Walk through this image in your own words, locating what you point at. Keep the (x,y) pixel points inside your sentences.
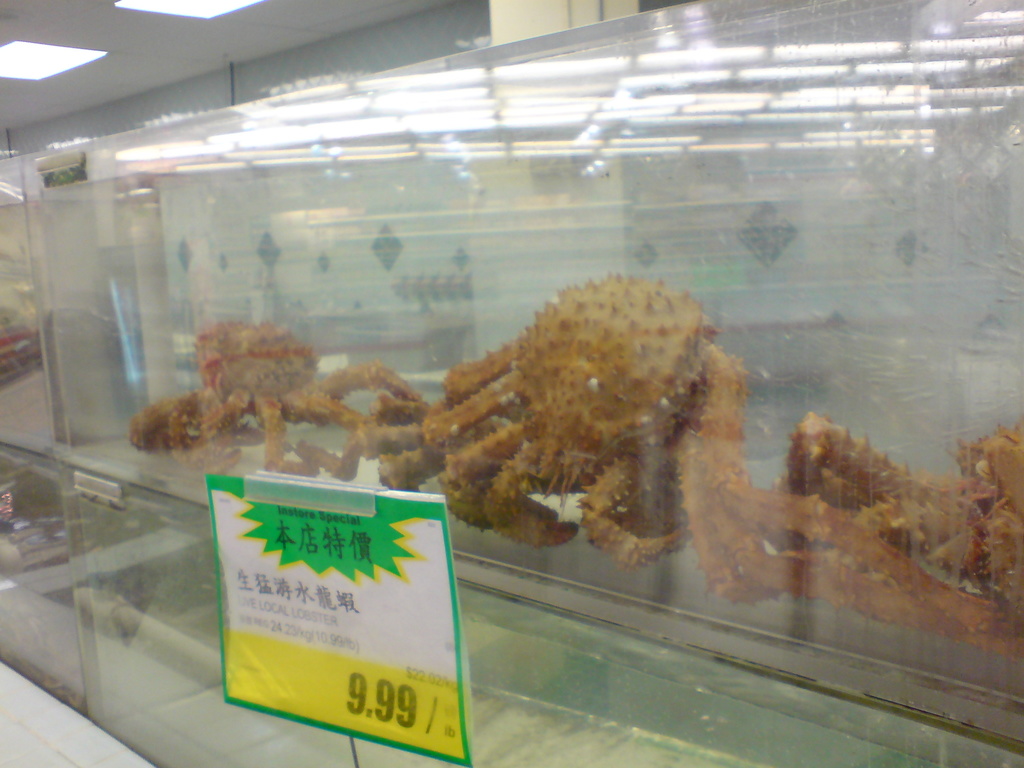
In the image we can see a glass (805,134), on the glass (837,195) there is a price label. In the glass (555,249) there is food (625,388). At the top of the image (10,12) there is ceiling (198,59), on the ceiling (150,69) there are some lights (2,52).
